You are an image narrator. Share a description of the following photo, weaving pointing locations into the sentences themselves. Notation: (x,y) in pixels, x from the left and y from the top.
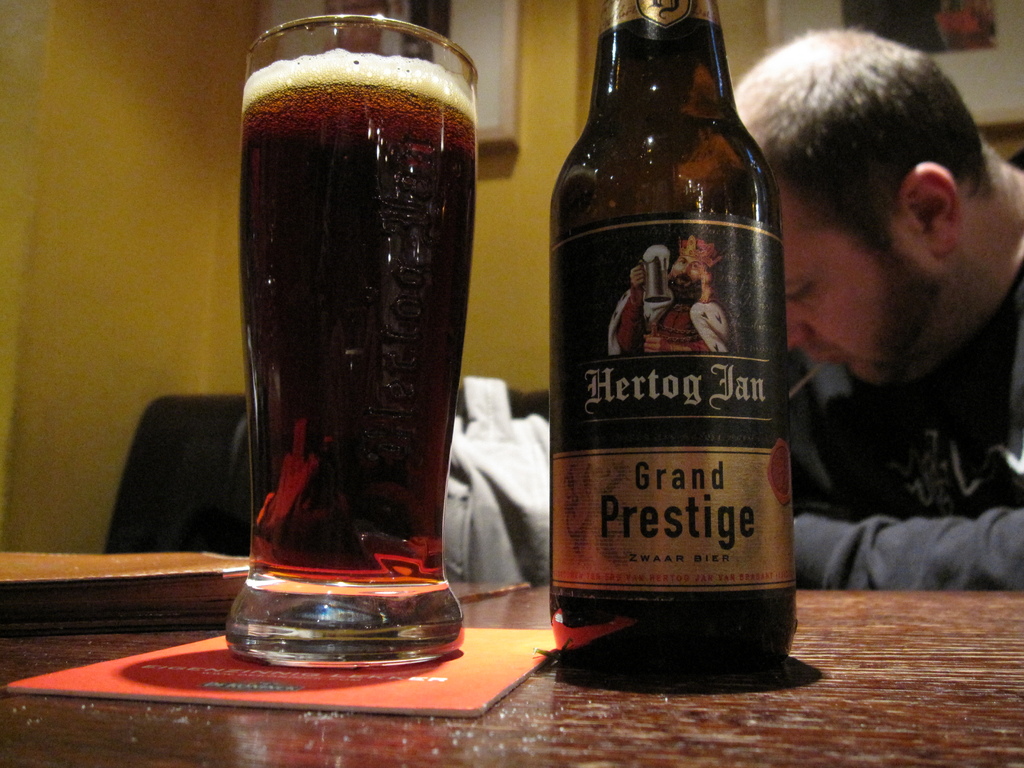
There is a glass (354,344) and a bottle (771,444) on the table (843,671). This is book (125,580). Here we can see a man (862,297). On the background (53,327) there is a yellow colored wall (162,162) and these are the frames (974,34).
